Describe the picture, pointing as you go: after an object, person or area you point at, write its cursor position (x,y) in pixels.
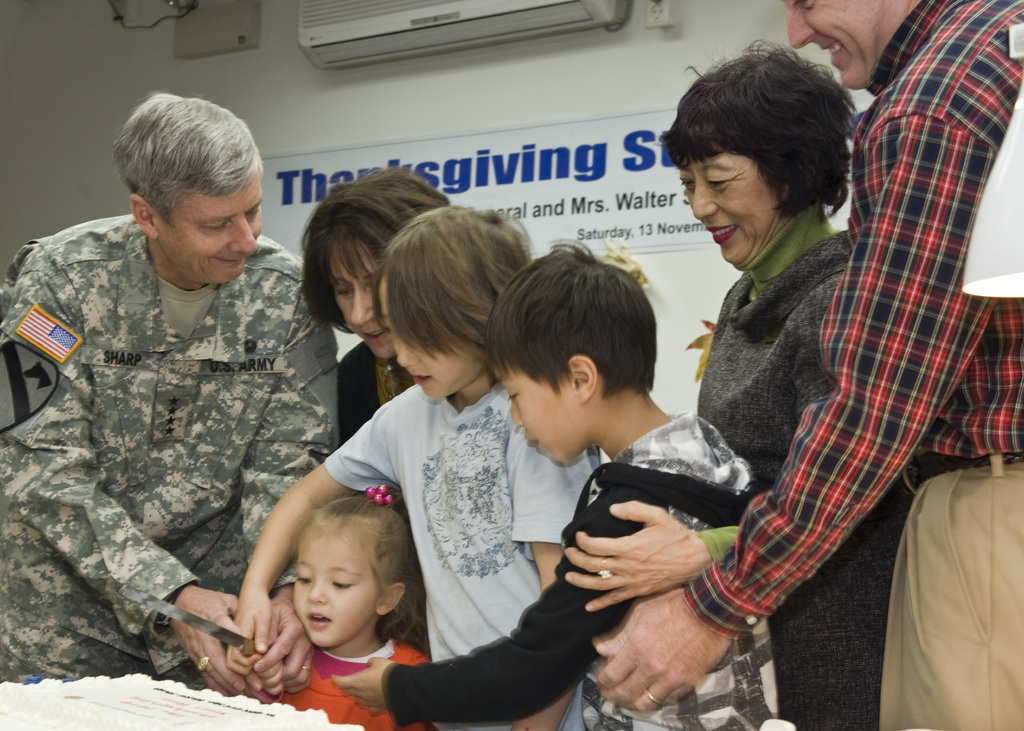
In this image I can see there are few persons (821,387) and I can see a baby (326,595) holding a knife (246,648) in the bottom left (153,701) I can see a cake (99,716), at the top (385,57) I can see ac (421,19) attached to the wall (577,91) and I can see a notice board (615,189) attached to the wall (688,289) in the middle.
